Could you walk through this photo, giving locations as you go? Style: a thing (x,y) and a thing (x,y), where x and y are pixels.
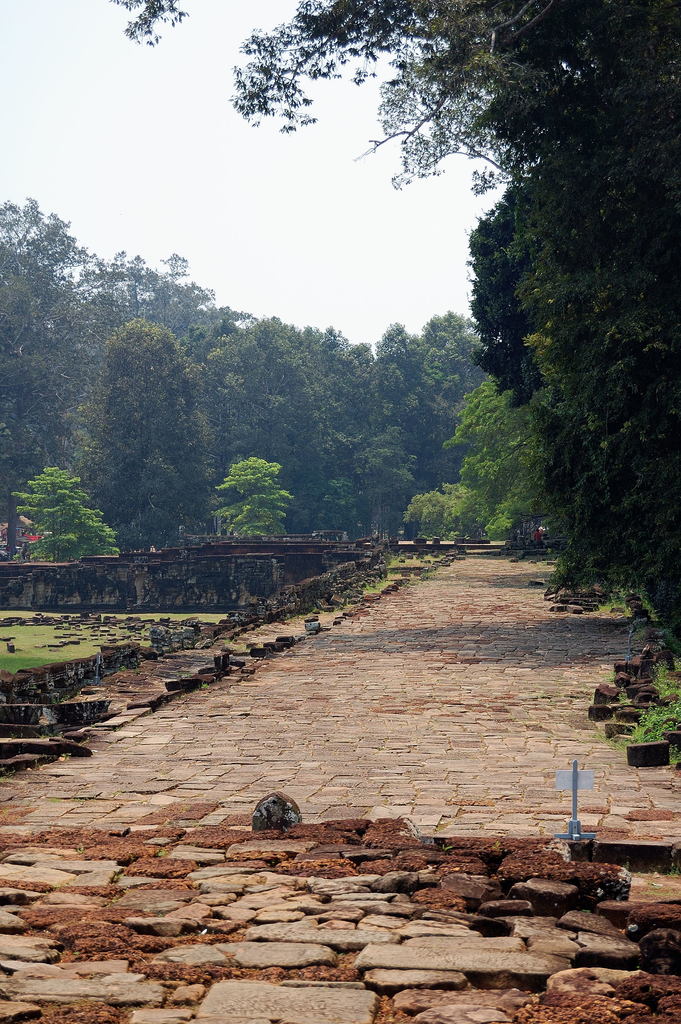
In the center of the image (441,665) there is a road (436,784), one white color object (593,777), stones (526,842), one round shape object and a few other objects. In the background (375,164), we can see the sky (411,208), clouds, trees (496,485), one bridge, stones (635,663), grass (669,718), few people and a few other objects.
